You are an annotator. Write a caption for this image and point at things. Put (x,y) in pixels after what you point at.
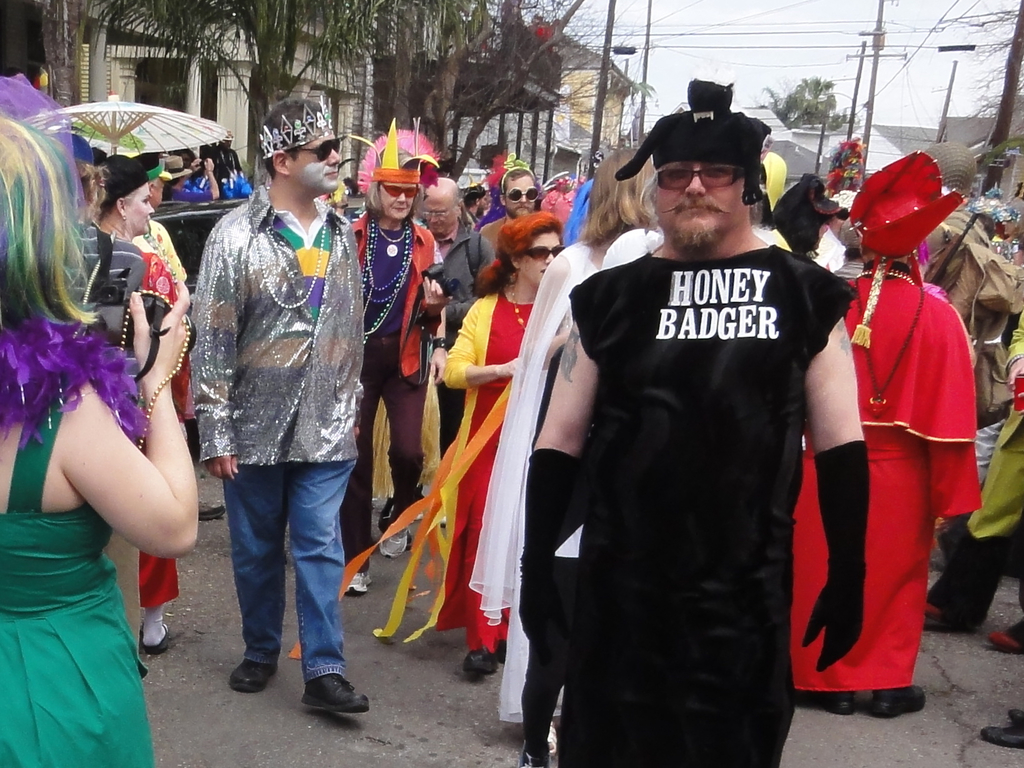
In this picture we can observe some people (421,430) standing on the road (358,636). There are men (735,228) and women (129,267) in this picture. We can observe a man (626,379) wearing black color dress (624,558), gloves (573,465) and a cap (697,152) on his head (659,154). There is an umbrella (115,110) which is in white color on the left side (129,133). In the background (261,34) there are trees (813,91), buildings (934,143), poles (602,74) and a sky (751,51).
